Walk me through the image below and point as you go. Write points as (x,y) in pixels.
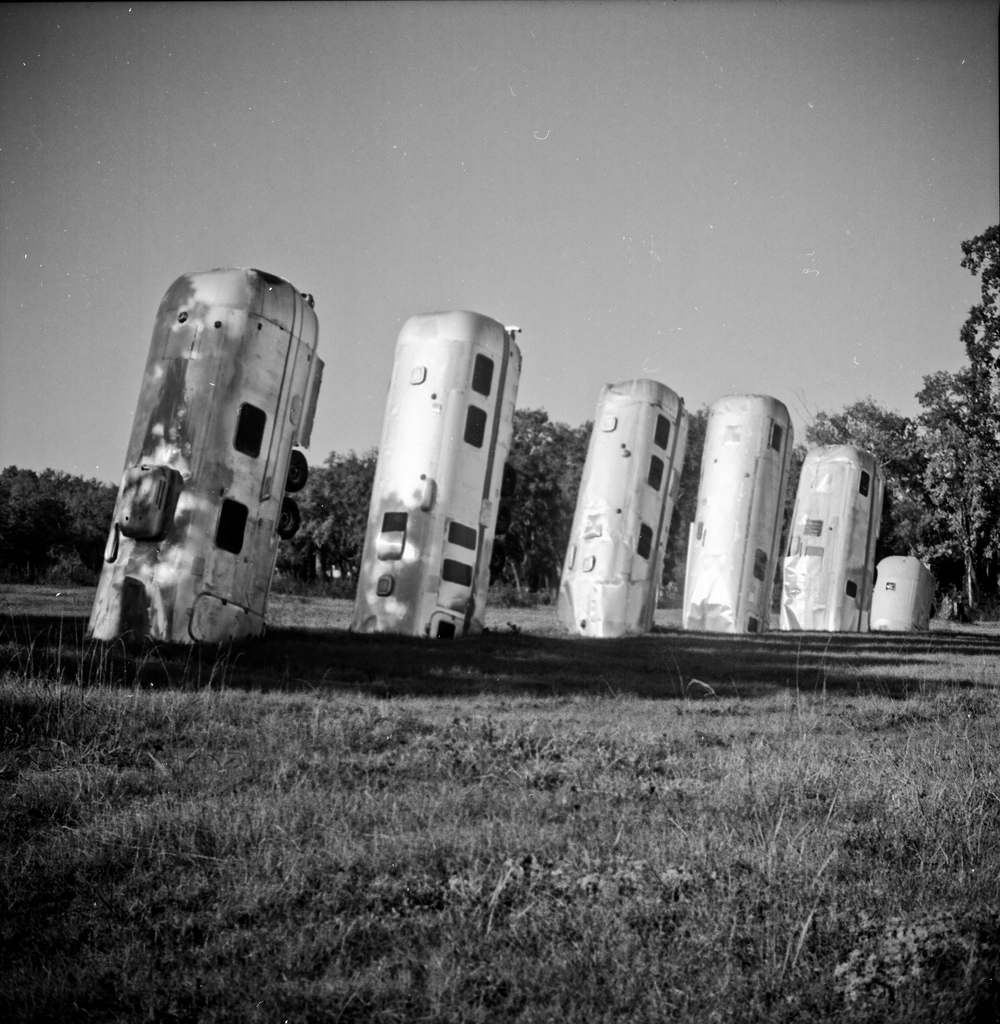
In this image we can see some vehicles (170,632) which are half in the ground (455,666) and at the background of the image (101,518) there are some trees (949,527) and clear sky (348,139).
